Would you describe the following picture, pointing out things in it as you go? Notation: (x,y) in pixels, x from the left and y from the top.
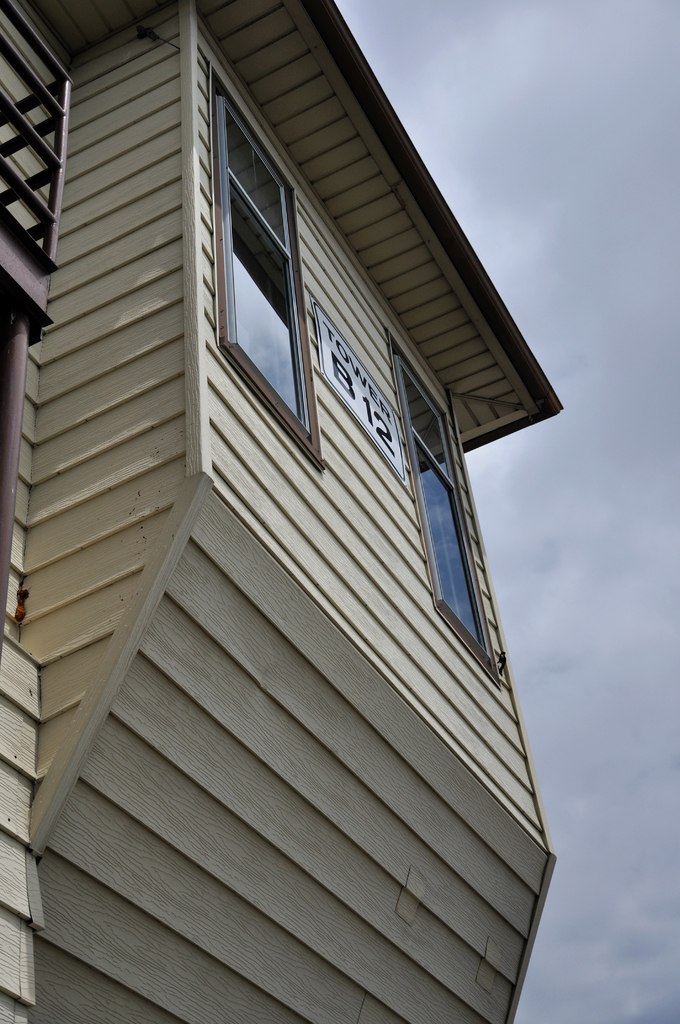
In this picture I can observe a building (214,357). There are two windows (443,573). In the background (568,450) there is a sky (590,500) with some clouds (551,367).
